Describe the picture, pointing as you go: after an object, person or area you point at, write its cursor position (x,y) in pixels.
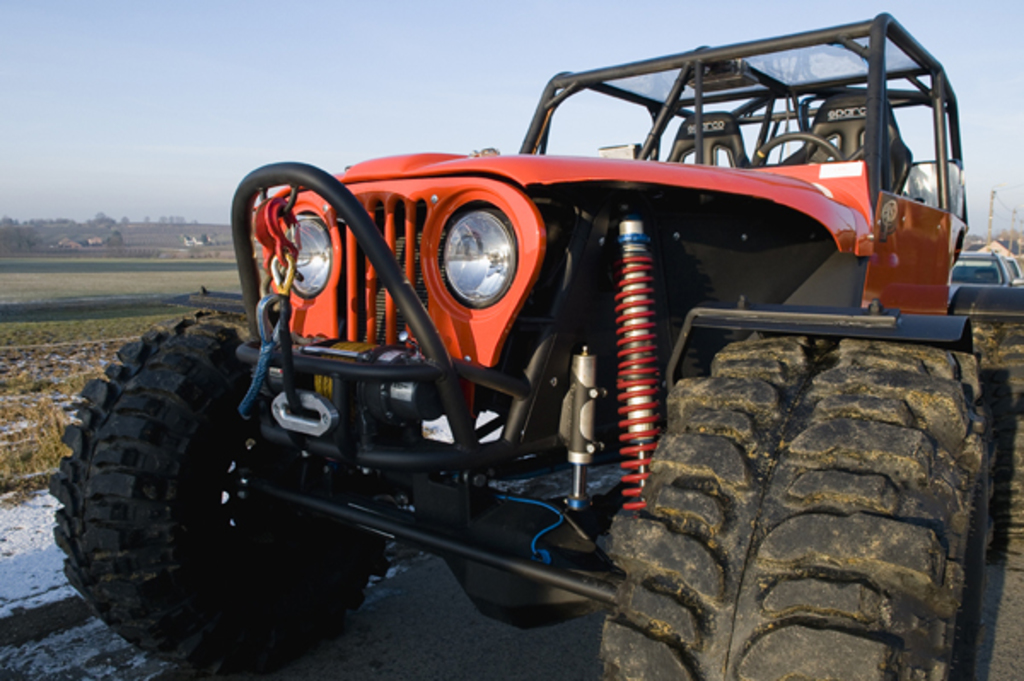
In this picture we can see vehicles (809,556) on the road (458,612), grass (63,347), poles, trees (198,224) and some objects (191,239) and in the background (383,105) we can see the sky (212,57).
